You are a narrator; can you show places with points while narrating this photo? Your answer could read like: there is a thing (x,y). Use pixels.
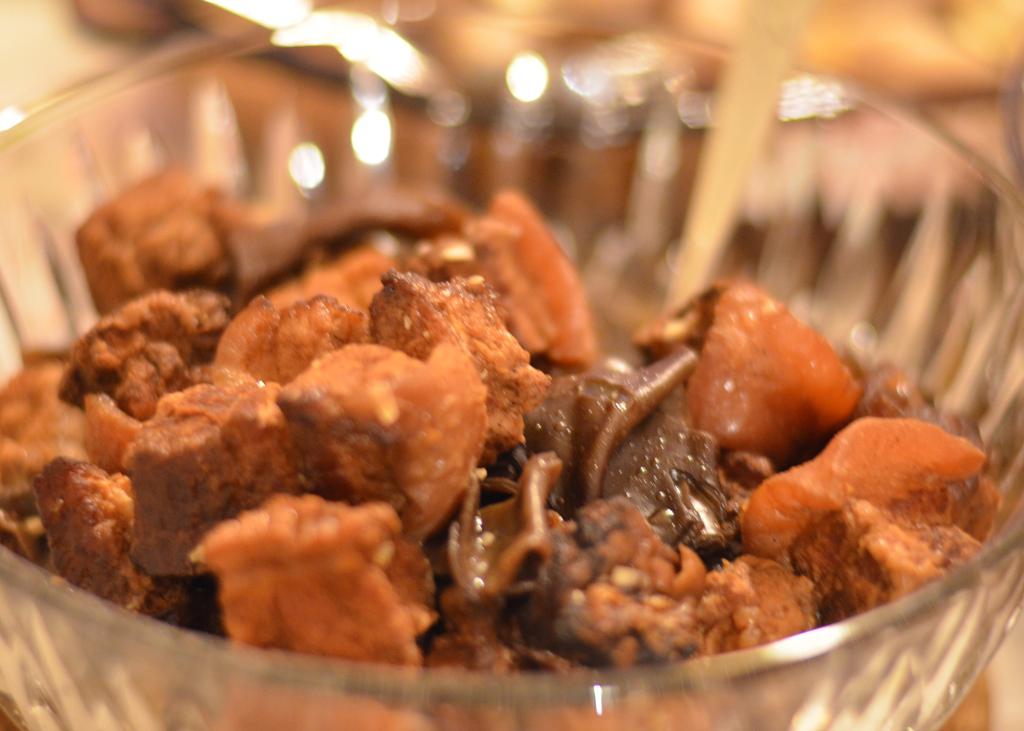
In this image I can see a bowl (435,187) contain a food item (465,288).
